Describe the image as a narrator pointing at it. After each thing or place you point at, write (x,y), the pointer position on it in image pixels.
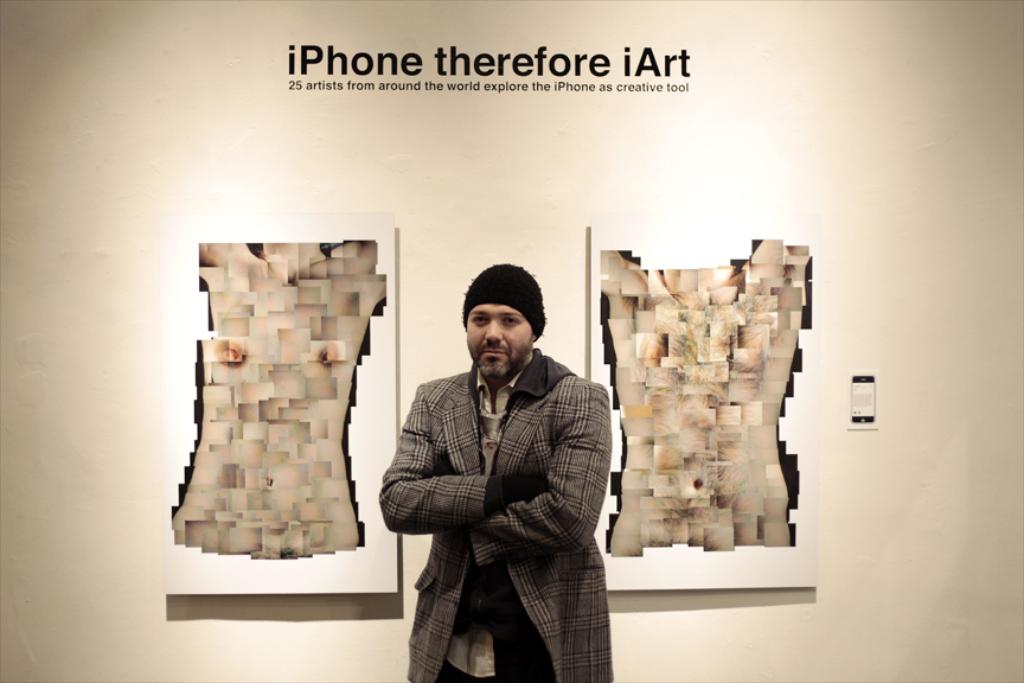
In the picture we can see a man (594,589) standing near the wall (691,653), he is with blazer (581,647) and black color cap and folding his hands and on the wall (782,651) we can see an advertisement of the iPhone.
